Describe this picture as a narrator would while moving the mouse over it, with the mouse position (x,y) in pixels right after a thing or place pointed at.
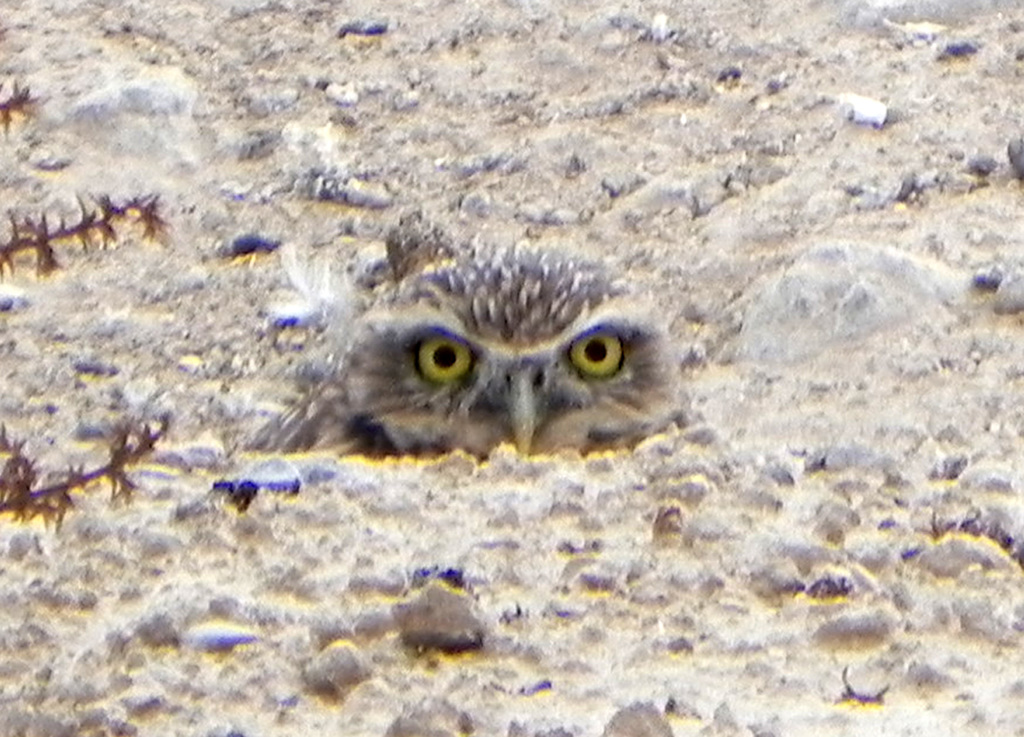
In this image there is an owl (465,343) in the center (528,351).
